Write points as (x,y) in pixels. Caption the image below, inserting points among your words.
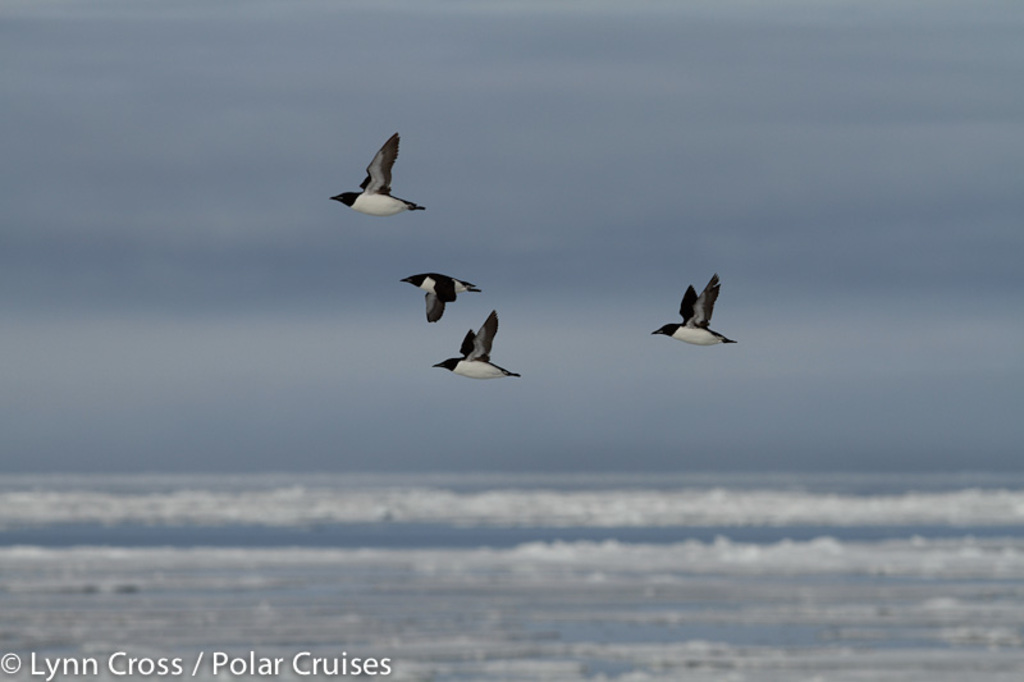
In this picture we can see four birds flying in the sky (313,253) with clouds (248,176) and in the background (540,473) we can see water (417,571).
